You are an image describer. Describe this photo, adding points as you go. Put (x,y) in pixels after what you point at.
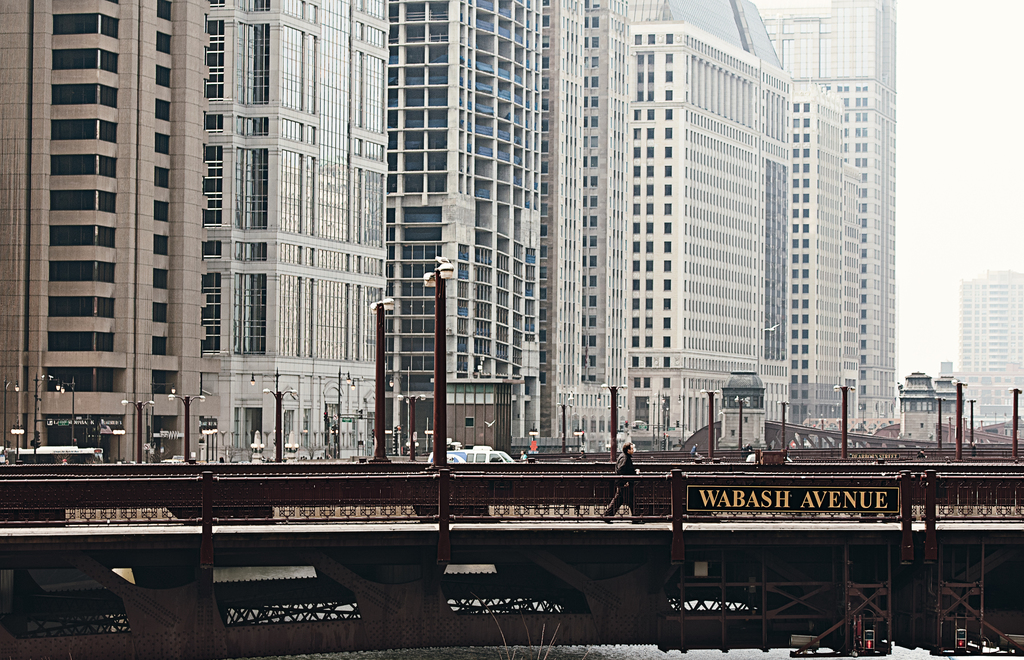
A person (629,463) is walking. There is fencing (606,496), poles (439,454). There are vehicles (475,461) and buildings (518,264) at the back (438,238).
